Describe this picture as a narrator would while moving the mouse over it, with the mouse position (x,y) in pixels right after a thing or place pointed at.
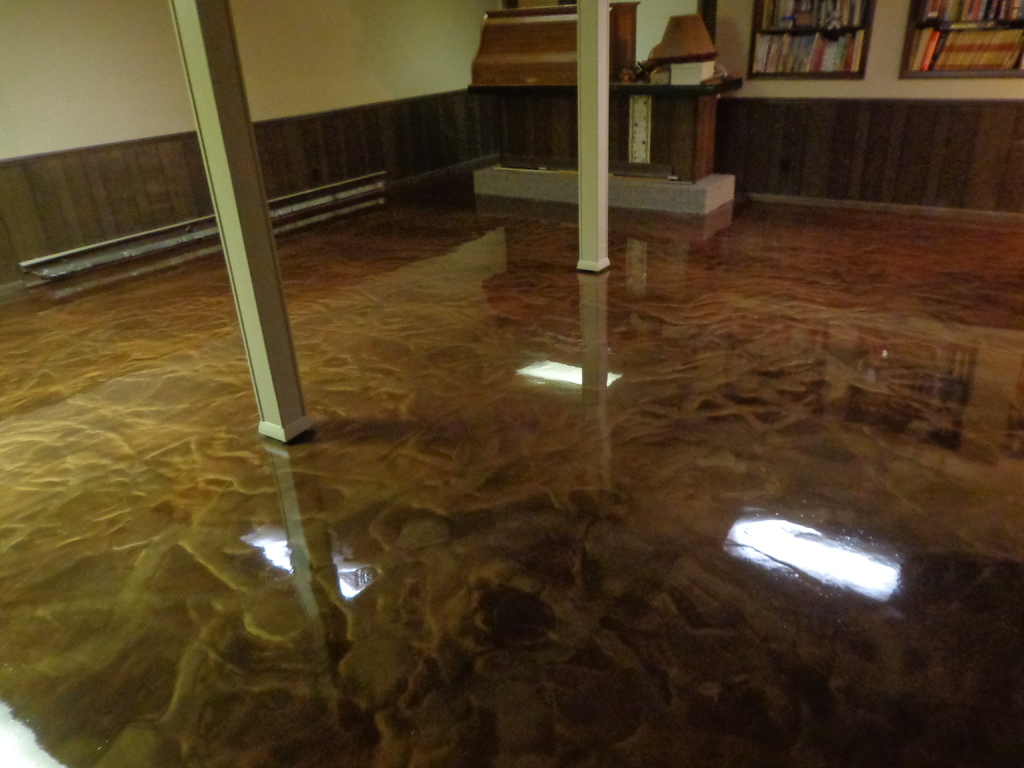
Here in this picture we can see poles (225,149) present on the floor (640,327) and on the right side (861,23) we can see shelves (827,78), in which we can see books (943,13) present and in the middle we can see a lamp (674,39) present on the table (682,84) and on the floor (388,523) we can see reflection (280,540) of lights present on the roof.
